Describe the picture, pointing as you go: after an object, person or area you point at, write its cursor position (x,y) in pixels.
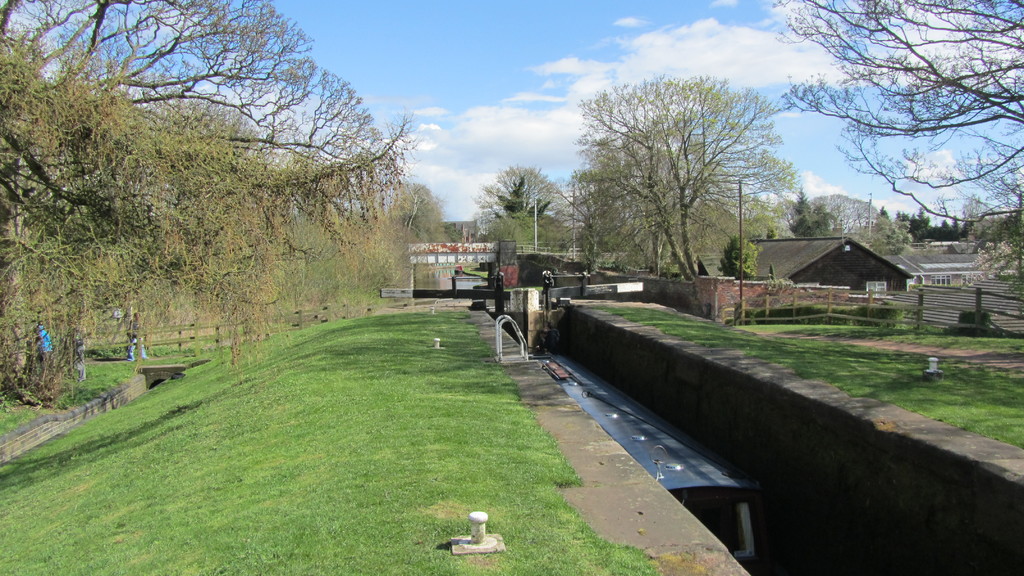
On the left side (289,300), there are trees (271,179) and grass (401,514) on the ground (259,439). On the right side (698,486), there is a vehicle (650,424) in underground (789,561), there are trees (624,134), fences (924,300), plants (986,317), a wall (706,283) and grass (849,370) on the ground (832,380). In the background (980,230), there are buildings (806,249), trees (642,234) and there are clouds (823,70) in the blue sky (539,36).
